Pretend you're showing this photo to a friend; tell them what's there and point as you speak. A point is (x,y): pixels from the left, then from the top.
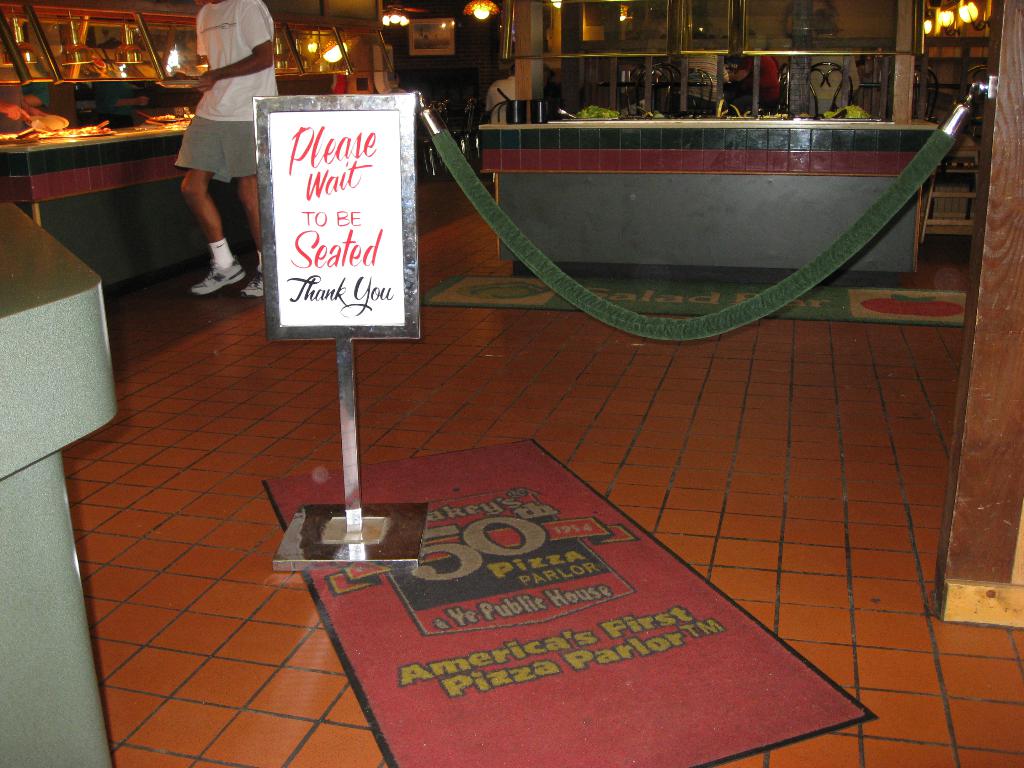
On the left side of the image (69,580) we can see one solid structure (36,573). In the center of the image (527,497) we can see one stand (350,462), banners (495,595) and a few other objects (658,306). And we can see one green color wire type object (898,204), which is attached to the stand (410,162) and to the wooden object (1003,175). On the banners (396,227), we can see some text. In the background (638,221) there is a wall (474,86), banner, poles (530,60), tables (888,227), glass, jars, containers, some food items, lights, one person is standing and he is holding some object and a few other objects (598,256).
